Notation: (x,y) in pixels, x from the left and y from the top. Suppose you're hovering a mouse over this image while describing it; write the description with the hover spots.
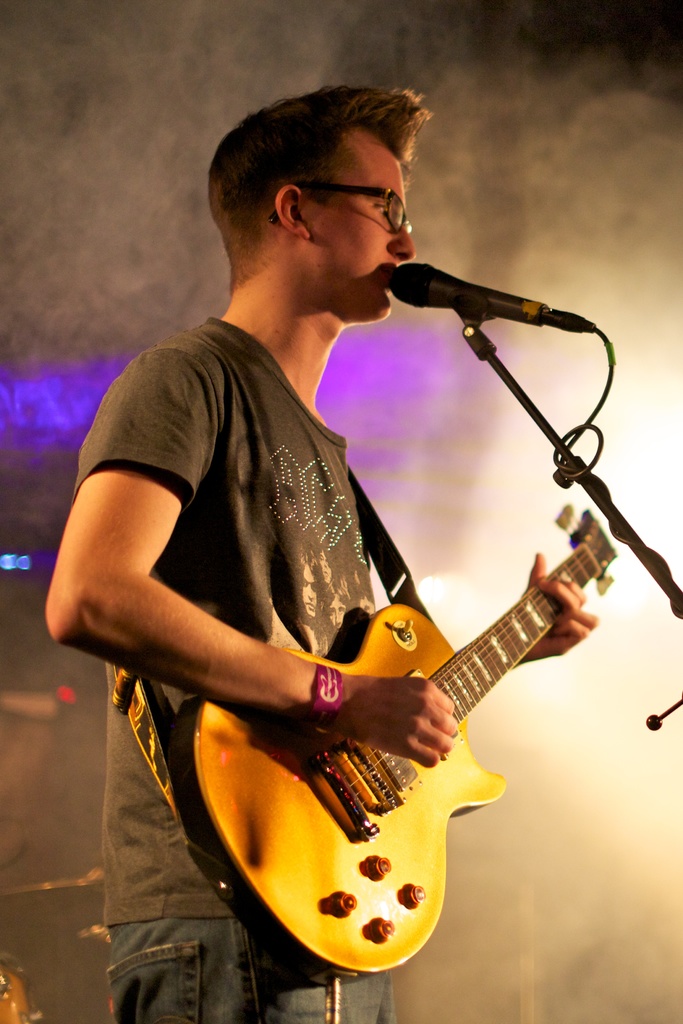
Here I can see a man (260,539) wearing a t-shirt (249,581), jeans (310,988), holding a guitar (553,571) in the hands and facing towards the right side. In front of this man (351,203) I can see a mike stand (467,335). It seems like he is singing. The background is blurred.
